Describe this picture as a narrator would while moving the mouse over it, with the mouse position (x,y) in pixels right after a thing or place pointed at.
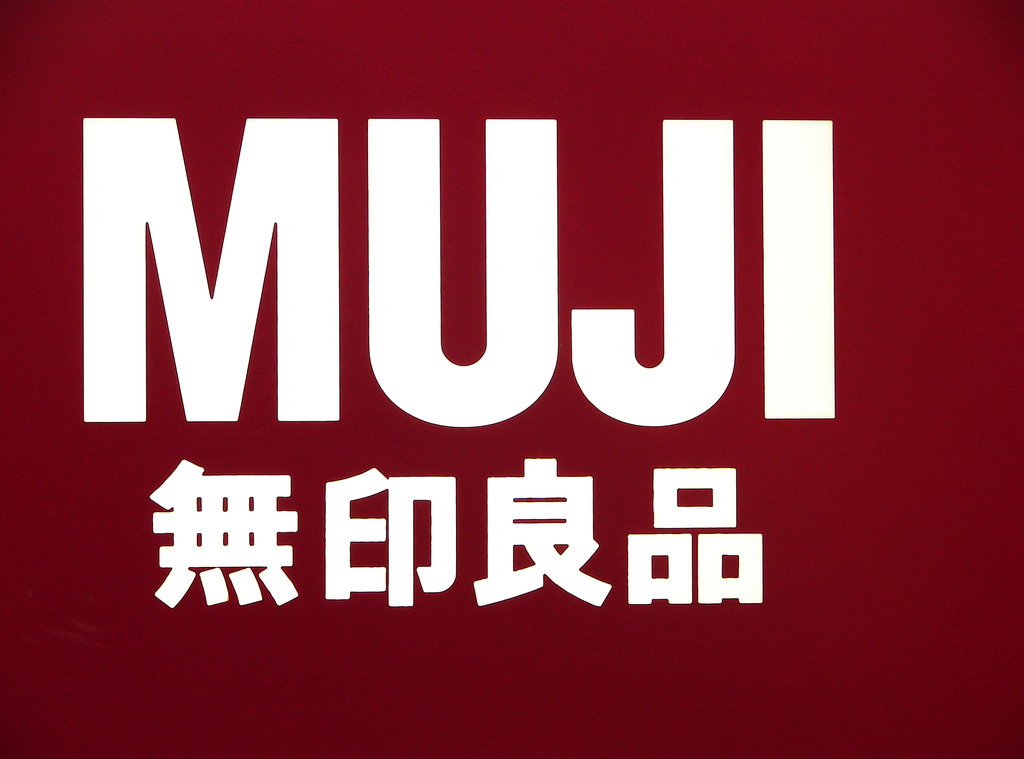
We can see some text (446,364) on this image.
